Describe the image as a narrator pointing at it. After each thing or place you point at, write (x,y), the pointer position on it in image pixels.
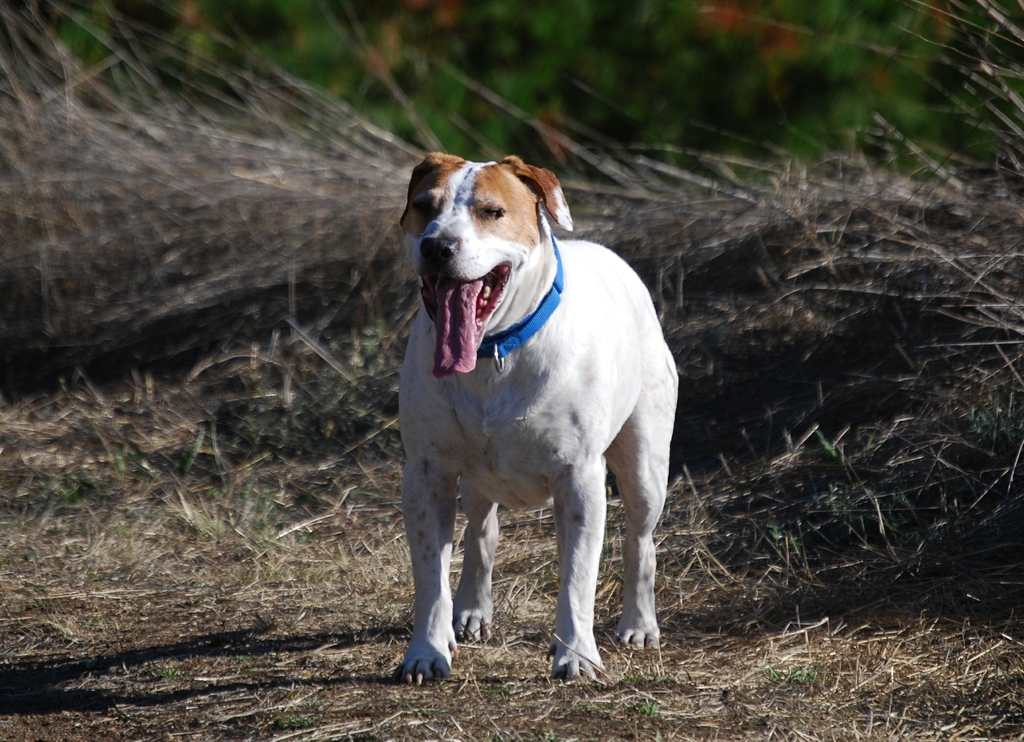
In the picture we can see a dried grass surface (648,658) on it, we can see a dog (421,658) is standing which is white in color with blue color belt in its neck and behind the dog (566,597) we can see dried grass (782,438) and behind it we can see some plants (482,102) which are not clearly visible.
